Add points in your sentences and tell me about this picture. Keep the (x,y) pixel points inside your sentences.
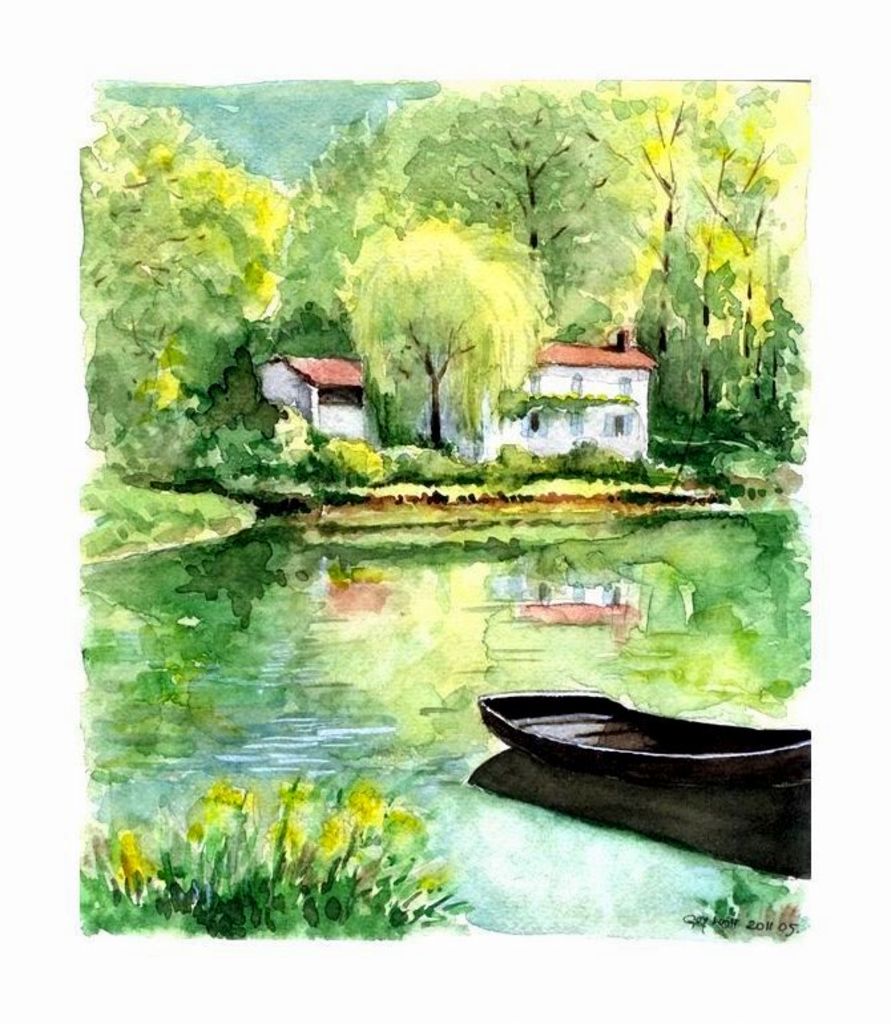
This is an edited and animated image. In the lower right (598,764) there is a boat (622,759) on the water (526,665) and there is a building (586,393) and there are trees (443,239) in the background (500,250).
